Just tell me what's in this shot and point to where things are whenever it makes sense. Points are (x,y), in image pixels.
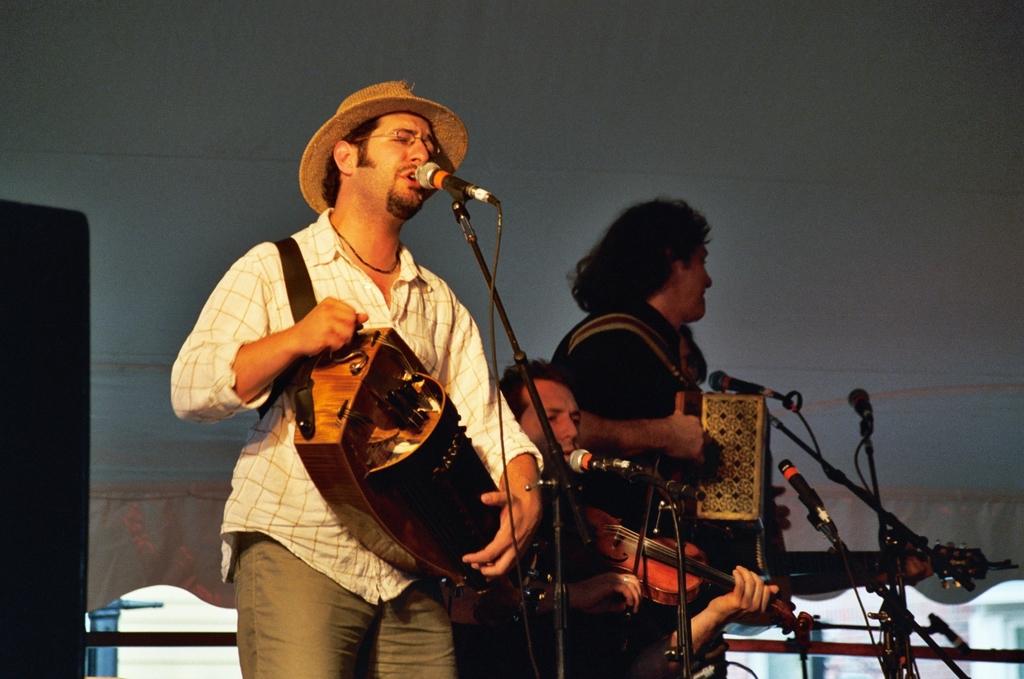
This image is clicked in musical concert. There are three persons (542,395) in this image. There are so many mics (741,391) in the bottom side (586,467) and near every person (619,505) there is a mic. All of them are playing some musical instruments (669,598).
